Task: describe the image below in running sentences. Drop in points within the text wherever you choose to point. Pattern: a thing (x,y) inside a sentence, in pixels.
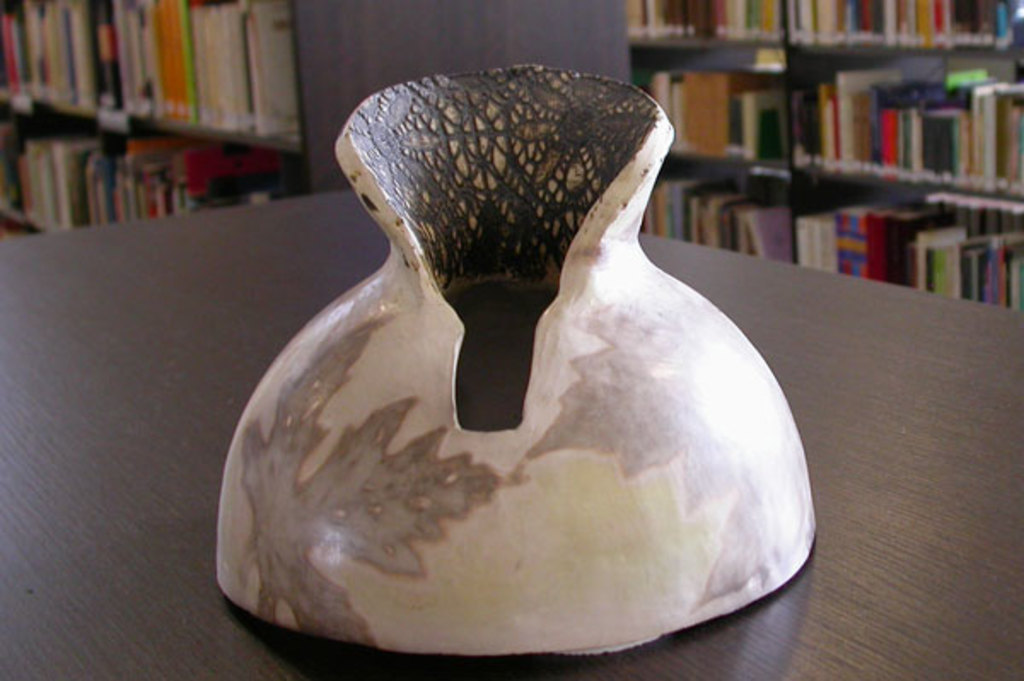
In this picture we can see an object (321,427) on the platform (222,418) and in the background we can see bookshelves (899,188).
